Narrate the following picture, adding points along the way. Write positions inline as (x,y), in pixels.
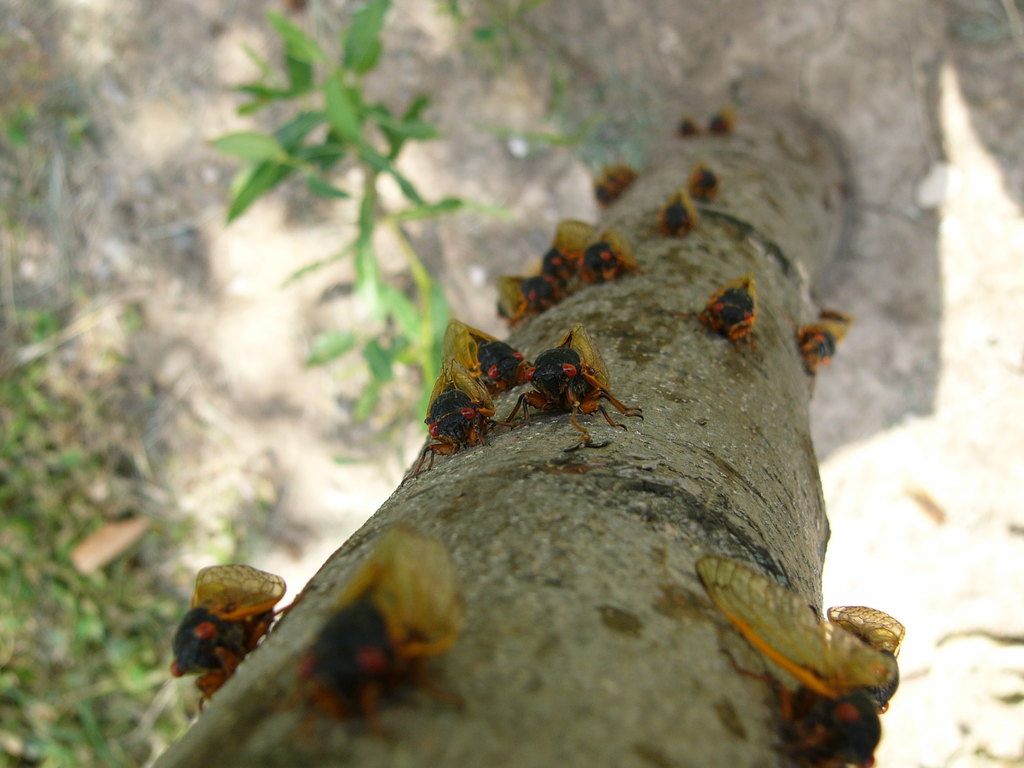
In this image I can see the insects (488,419) on the trunk (702,418) of the tree (702,418). I can see these insects (569,403) are in red, black and yellow color. In the background (333,215) I can see ground (216,320) and the grass (50,413).
